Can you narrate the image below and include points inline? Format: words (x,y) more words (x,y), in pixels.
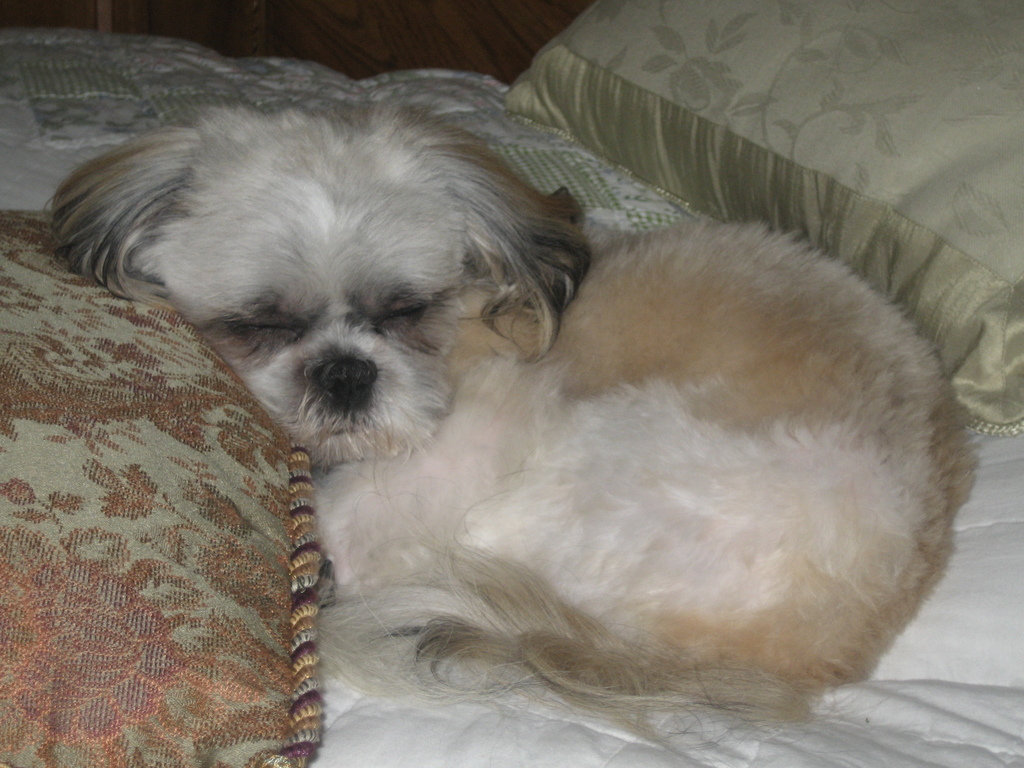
In this image we can see a dog (499,366) and pillows (808,178).
